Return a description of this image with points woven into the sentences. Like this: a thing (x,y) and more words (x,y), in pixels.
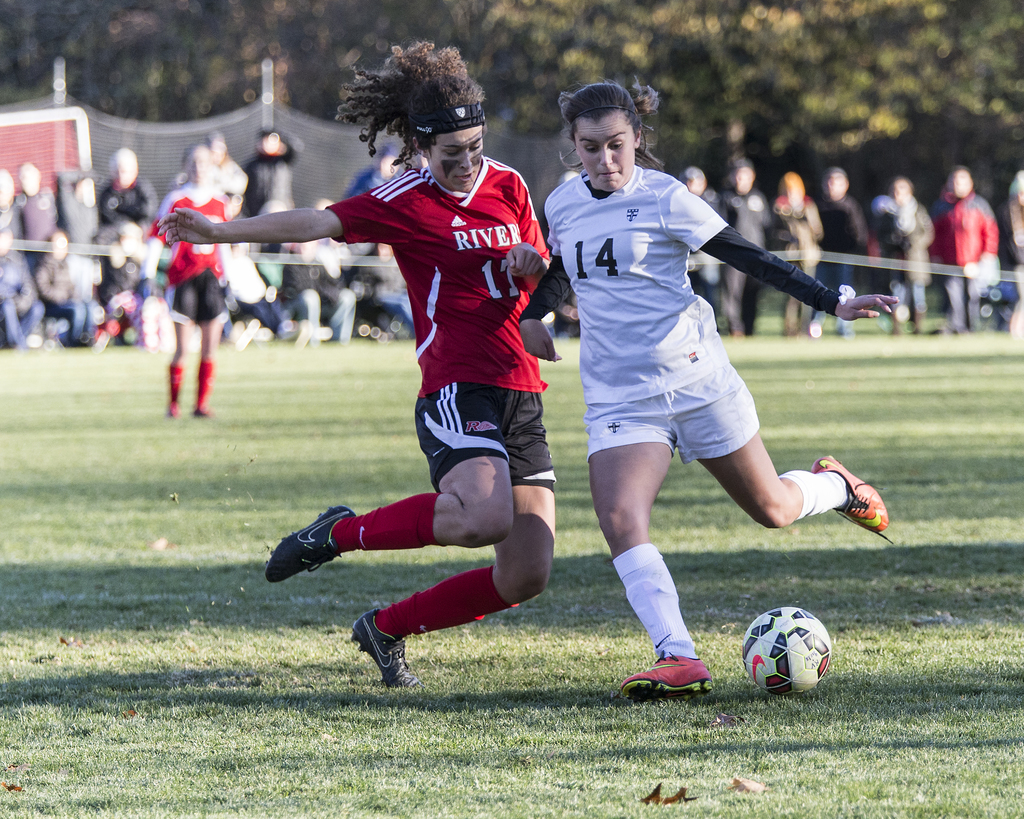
In this image there are 2 persons (529,565) running and playing football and the back ground (68,83) there are group of persons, tree (225,60) and net (75,141).
